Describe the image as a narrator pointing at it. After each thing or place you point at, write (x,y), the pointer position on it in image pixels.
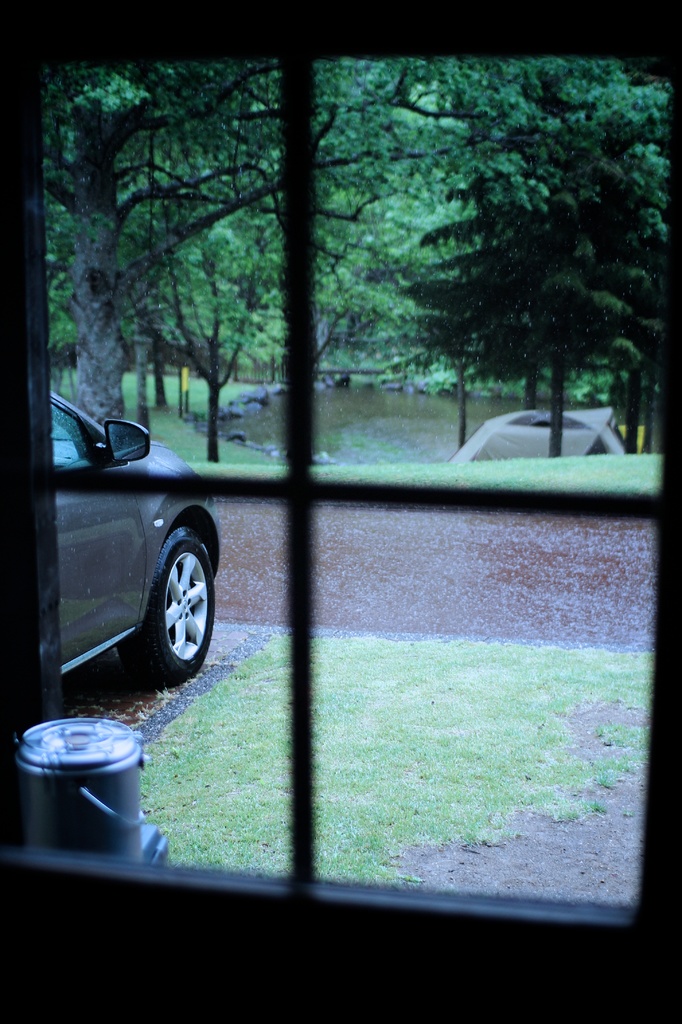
In front of the picture, we see the glass window (214,871) from which we can see the vessel (120,773) and a car (205,549). We even see the grass (337,739). In the middle (386,431), we see water (390,423) and this water (400,405) might be in the pond (382,412). There are trees (171,368) in the background (283,301). We see a board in yellow color. It might be raining.
